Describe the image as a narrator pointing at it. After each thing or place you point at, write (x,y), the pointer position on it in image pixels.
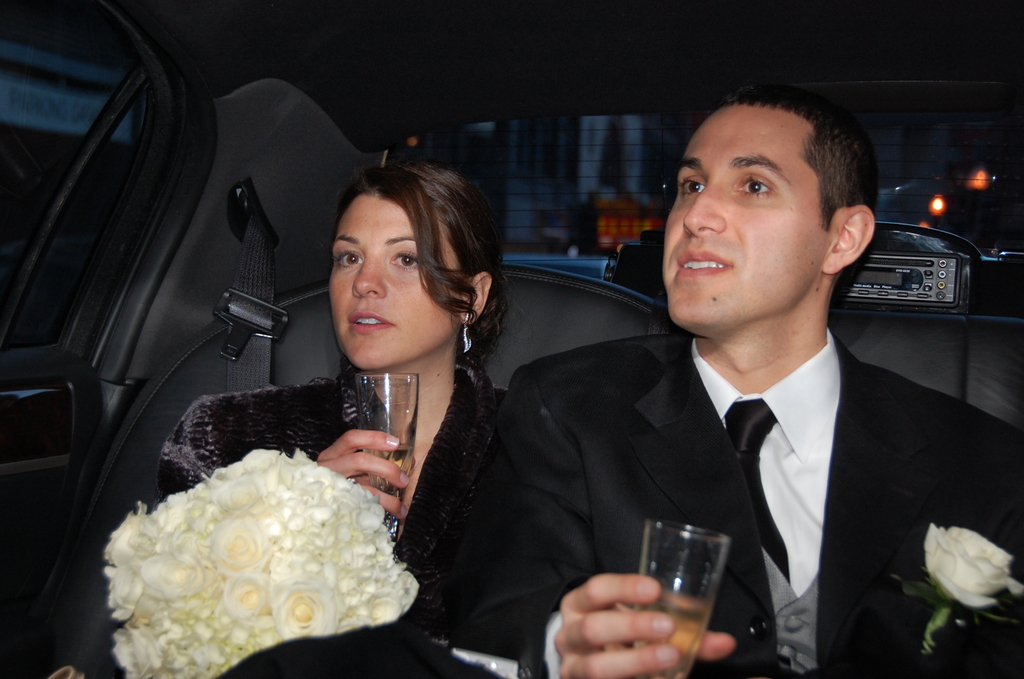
It is the inside of the car (614,265) view. Two peoples (558,449) are sat on the seat (923,358). They are holding wine glasses (691,579) some liquid (686,641) on it. On right side (923,568) person (882,564), He is wear coat (736,486), tie (759,450), shirt (812,467) and there is a flower (964,565). On left side (249,585), woman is holding a bouquet (262,561). We can see some musical player (911,286) at the back side (910,281). And here building (592,163) is there.
